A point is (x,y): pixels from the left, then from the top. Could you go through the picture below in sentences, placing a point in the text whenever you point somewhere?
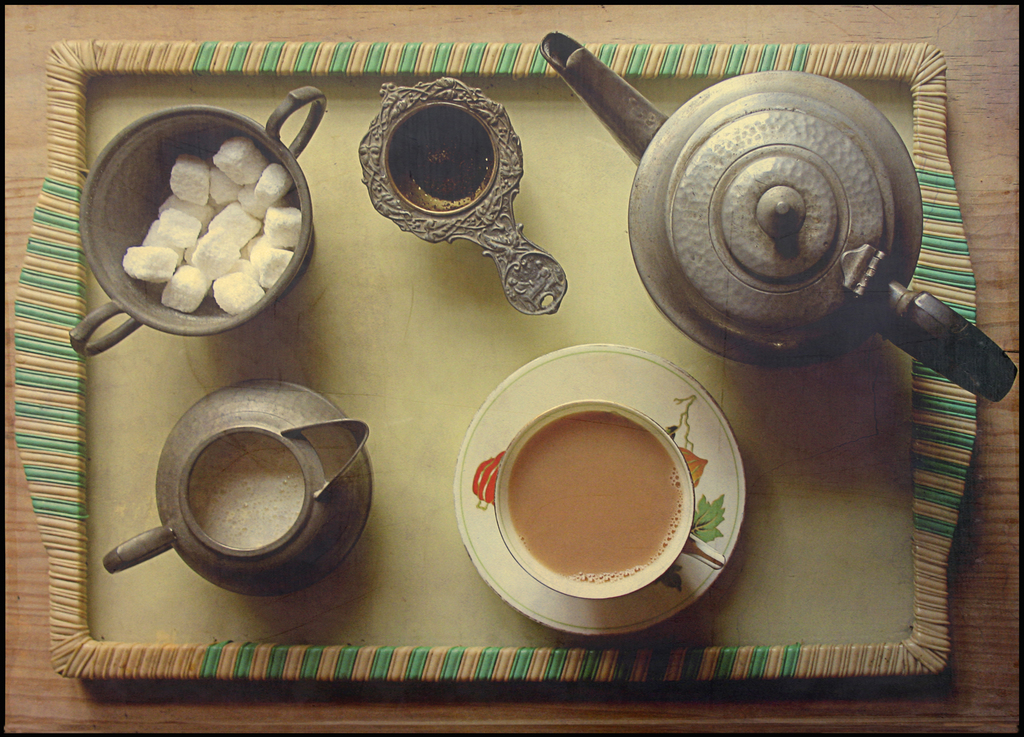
In this image we can see a group of bowls (293,192) and a tea cup (679,490) placed on the saucer (620,396) are placed on a tray (75,181) which are kept on the table (332,707).
